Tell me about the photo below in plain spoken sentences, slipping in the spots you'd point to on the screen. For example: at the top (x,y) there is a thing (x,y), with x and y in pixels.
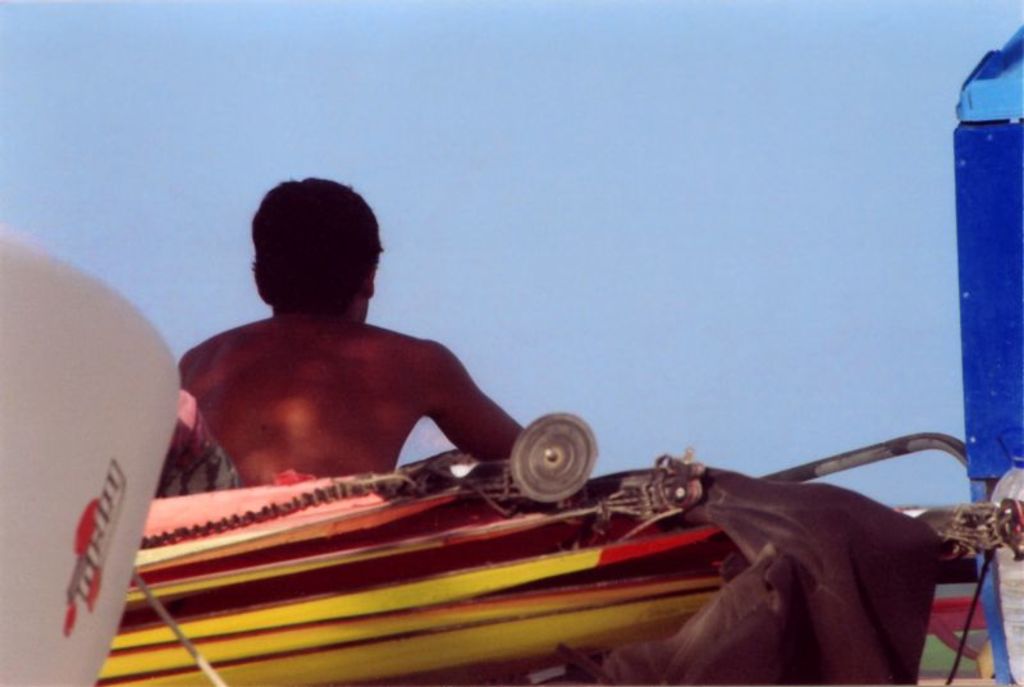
In this image we can see a person (257,425) sitting and sky (669,192) in the background (808,255).
